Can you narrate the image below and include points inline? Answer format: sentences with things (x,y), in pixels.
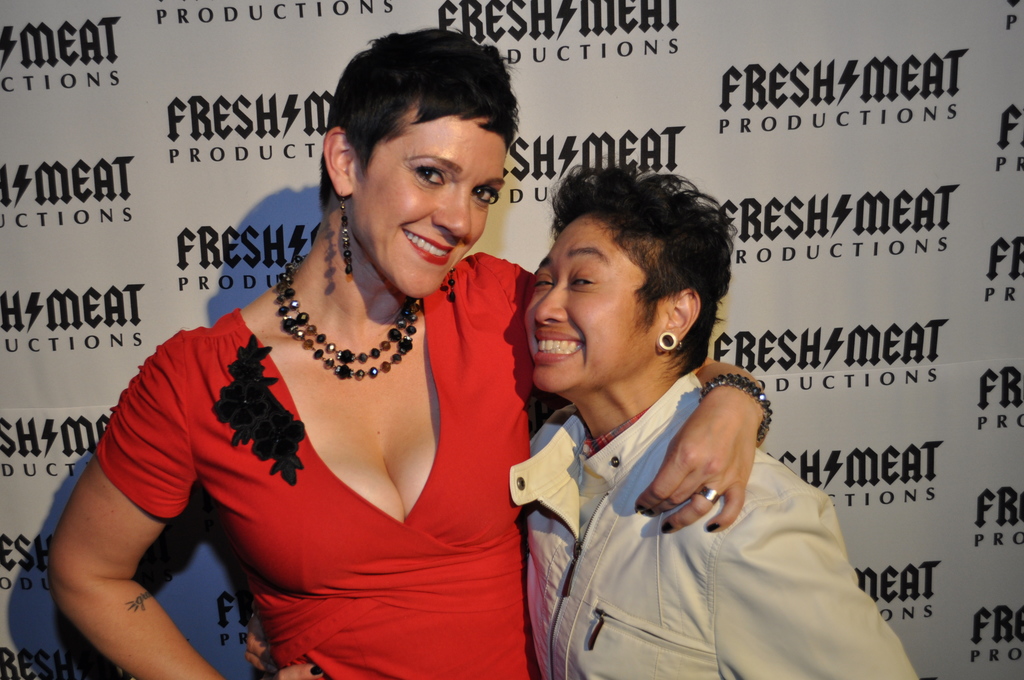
In this image there are two women (510,554), in the background (997,647) there is a poster (999,524), on that poster (892,356) some text (878,337) is written.
